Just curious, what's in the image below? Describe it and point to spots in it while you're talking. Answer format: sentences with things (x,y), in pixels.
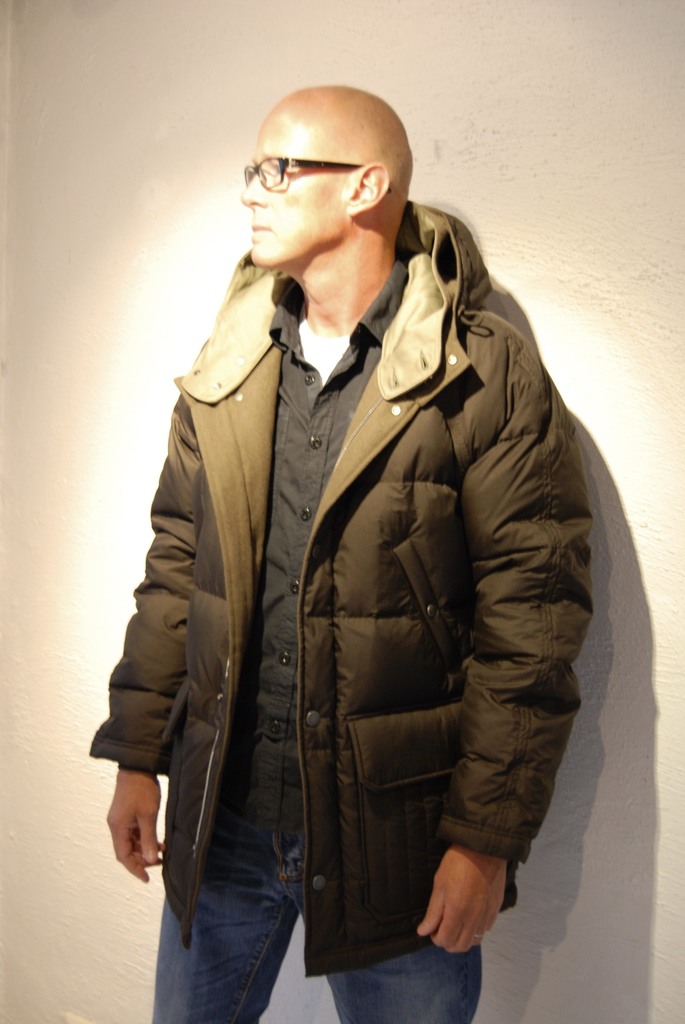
In the image there is a man (379,706), he is posing for the photo and he is wearing a jacket (241,540) and spectacles (278,171).
